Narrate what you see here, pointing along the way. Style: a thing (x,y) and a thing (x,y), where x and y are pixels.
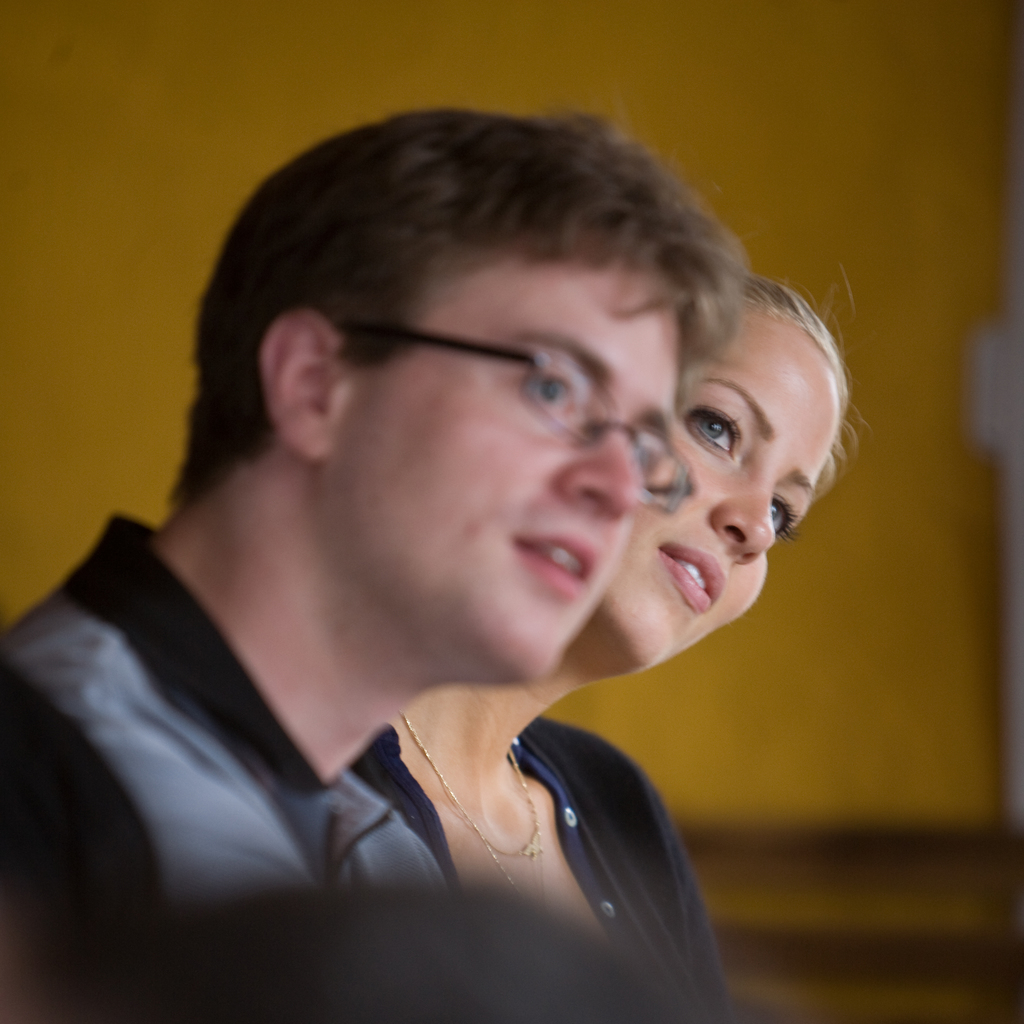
In this image we can see a man (322,855) and a lady (703,906). In the background (704,108) there is a wall (872,281).
